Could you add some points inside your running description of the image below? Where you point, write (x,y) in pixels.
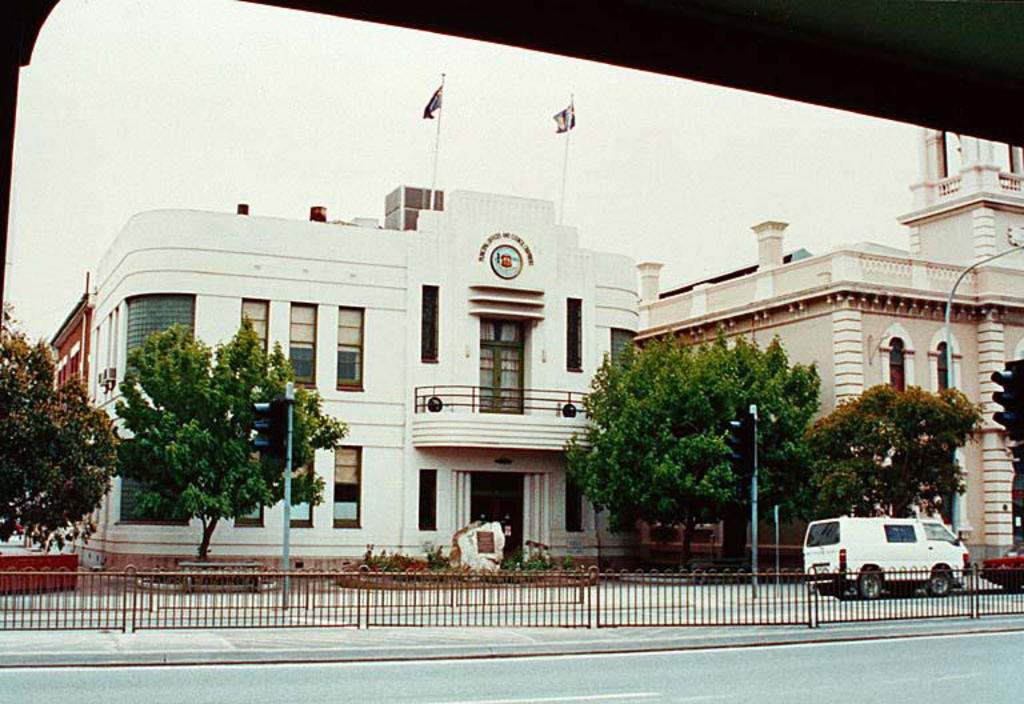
In the middle of the image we can see fencing (1006,612). Behind the fencing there are some vehicles (855,521), poles (962,524) and trees (148,403). Behind the trees (127,423) there are some buildings (548,211). At the top of the image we can see two poles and flags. Behind them there is sky (543,81). In the top right corner of the image (782,96) we can see roof (962,120).
